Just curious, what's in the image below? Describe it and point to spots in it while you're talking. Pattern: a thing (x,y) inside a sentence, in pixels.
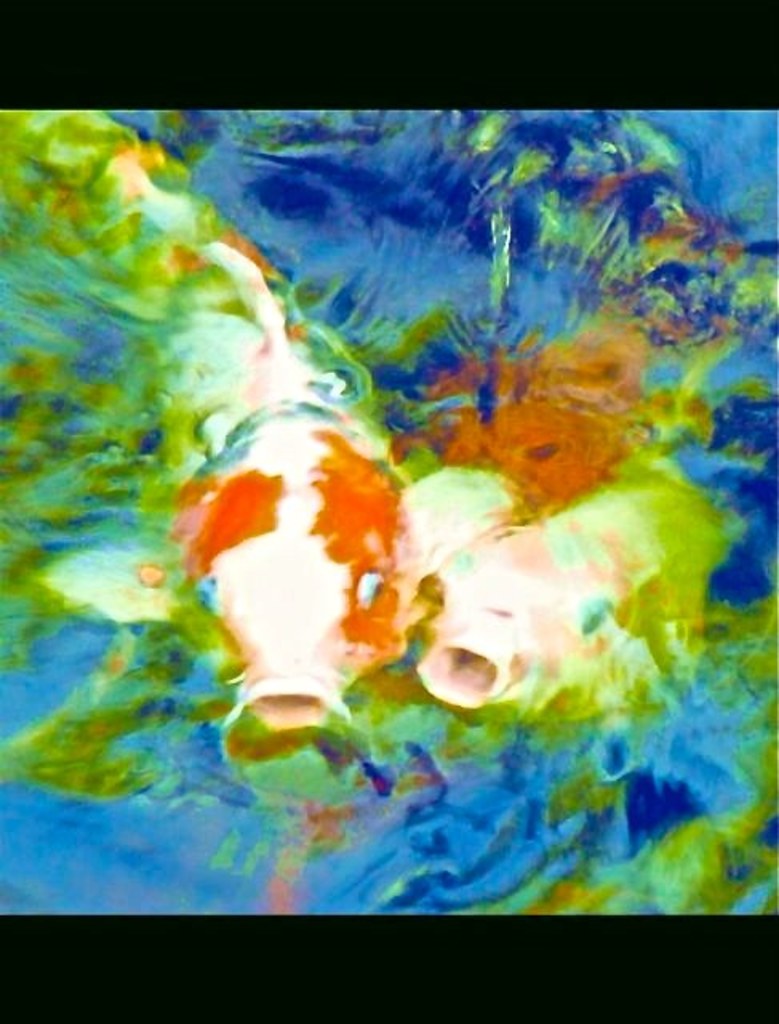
In this image, we can see two fishes (336,629) in the water (422,414). At the top (526,13) and bottom of the image (404,978), we can see black color border (413,972).
